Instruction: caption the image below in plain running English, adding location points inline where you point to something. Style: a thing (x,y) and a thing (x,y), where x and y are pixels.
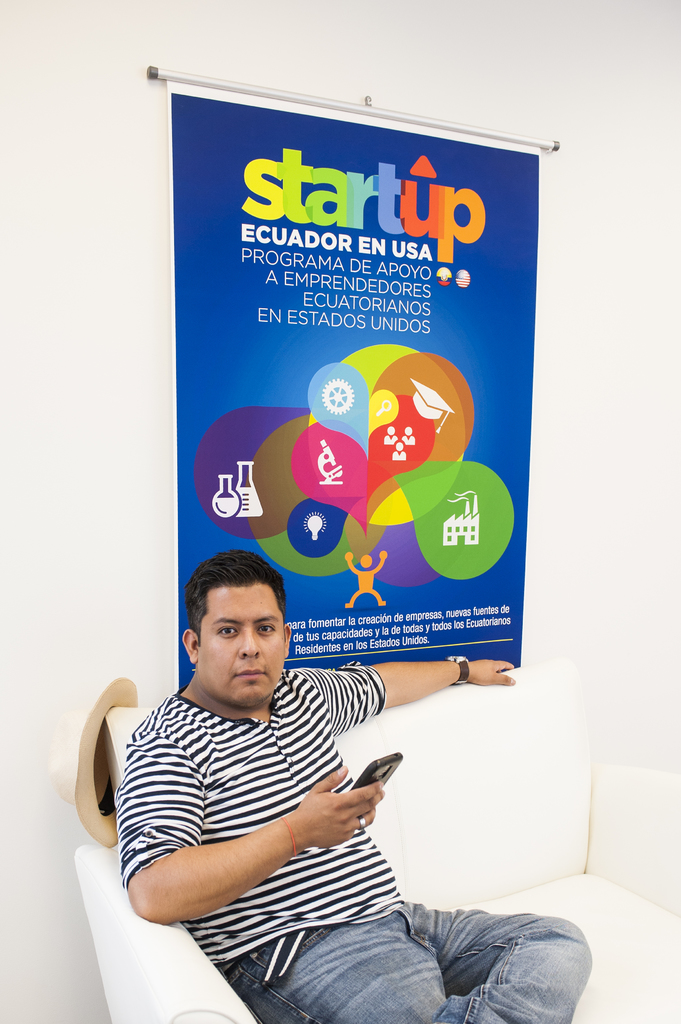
In the foreground of the picture (210,812) we can see couch (552,852), hat (110,750) and a person (309,883) holding mobile (372,783). In the middle (363,488) there is a banner (411,270). In this picture we can see wall (590,231) painted white.
